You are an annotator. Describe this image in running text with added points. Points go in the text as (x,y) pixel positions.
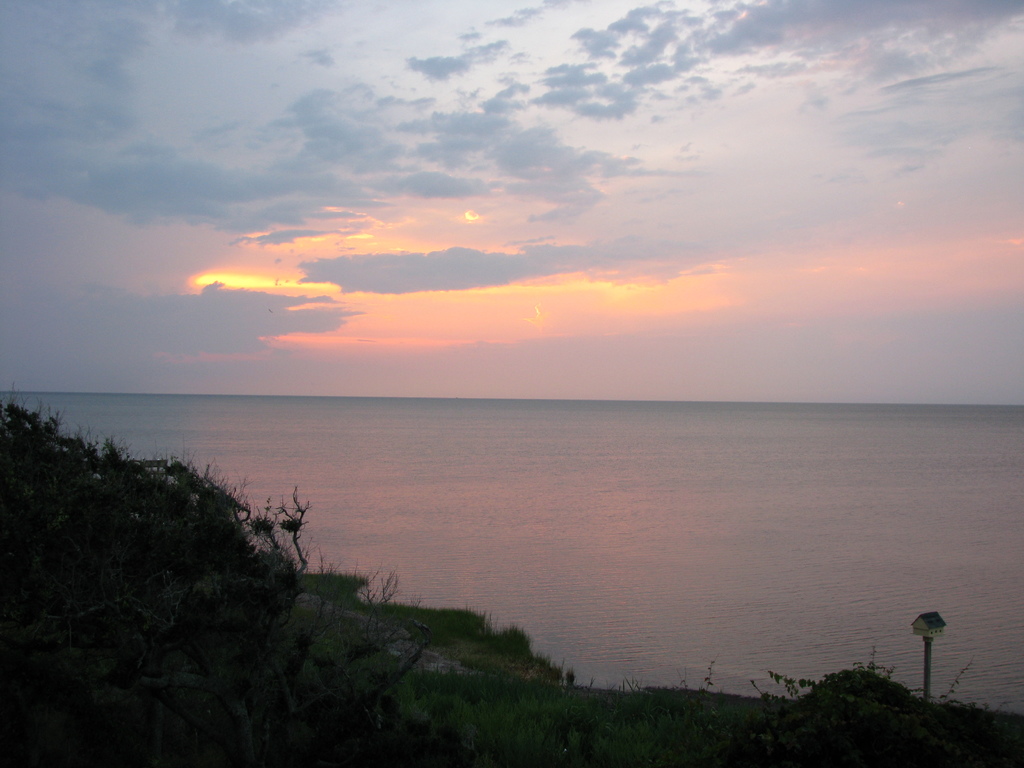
It seems like a scenery in which there is water (527,513) in the background (488,525). At the bottom (291,680) there is a hill (145,555) on which there are small plants (238,602). At the top (732,198) there is the sky (699,162) with the clouds (388,129).
